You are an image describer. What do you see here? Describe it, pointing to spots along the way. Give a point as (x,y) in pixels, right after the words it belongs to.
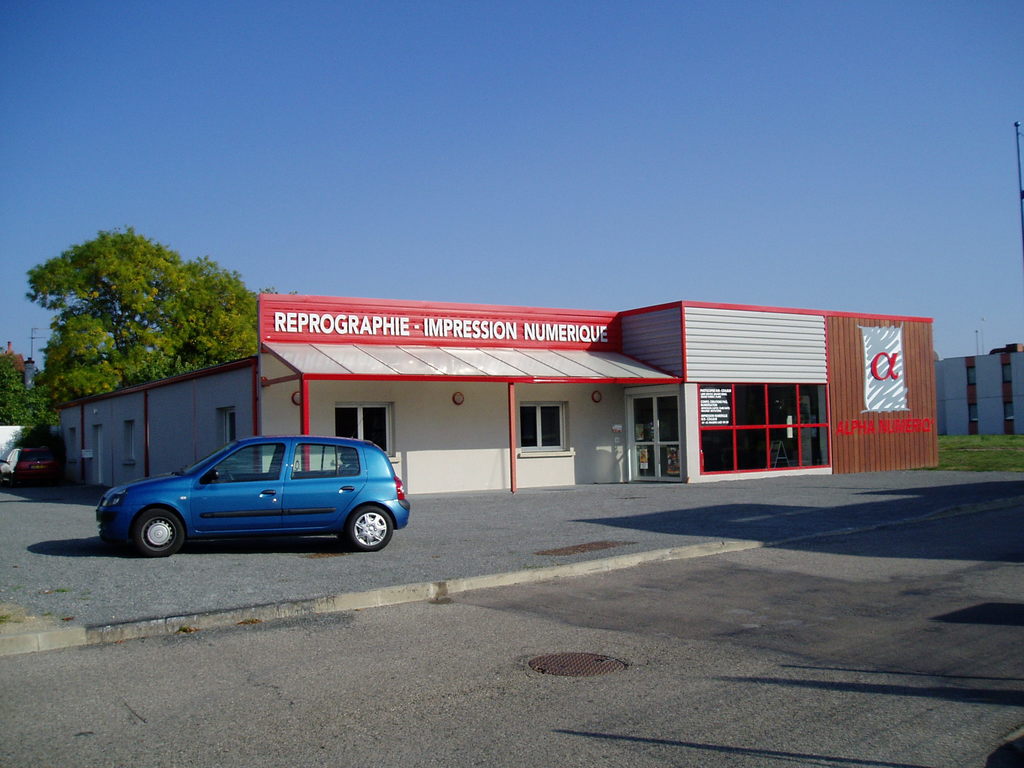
This is a image taken outside a city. In the foreground of the picture (820,710) there is a car (282,515) parked on the road (887,709). In the center of the picture (488,412) there are trees (161,349) and a building (568,374). Sky (901,187) is clear and it is sunny.
